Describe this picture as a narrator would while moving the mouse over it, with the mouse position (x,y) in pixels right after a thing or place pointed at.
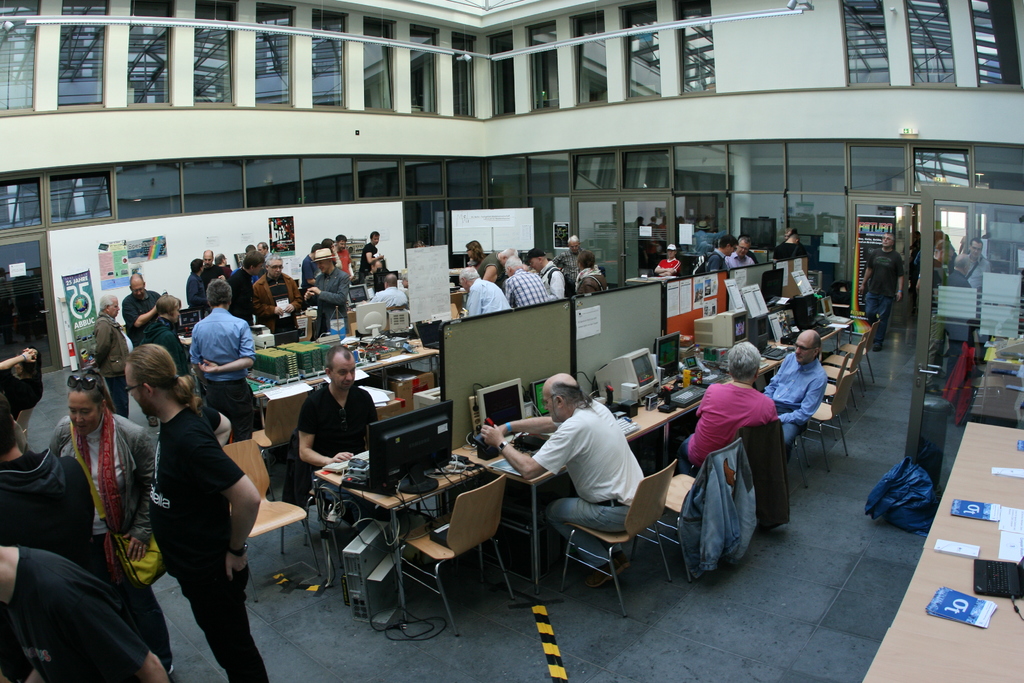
In this image there are few chairs (455,553) and tables (397,555) on the floor (665,638). On the tables (514,465) there are few monitors (431,444), keyboards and few objects (273,372). Few persons (600,472) are sitting on the chairs (494,510). Left side (5,481) few persons (224,435) are standing. Behind the persons (114,336) there is a board (100,273) having few posters (76,284) attached to it. Right side (888,495) a bag (902,498) is kept on the floor (861,566). Background (670,206) there is glass wall (689,206) having doors (898,247). A person (889,286) is walking near the door (860,281). Left side (138,558) there is a woman (118,483) carrying a bag (149,567).
